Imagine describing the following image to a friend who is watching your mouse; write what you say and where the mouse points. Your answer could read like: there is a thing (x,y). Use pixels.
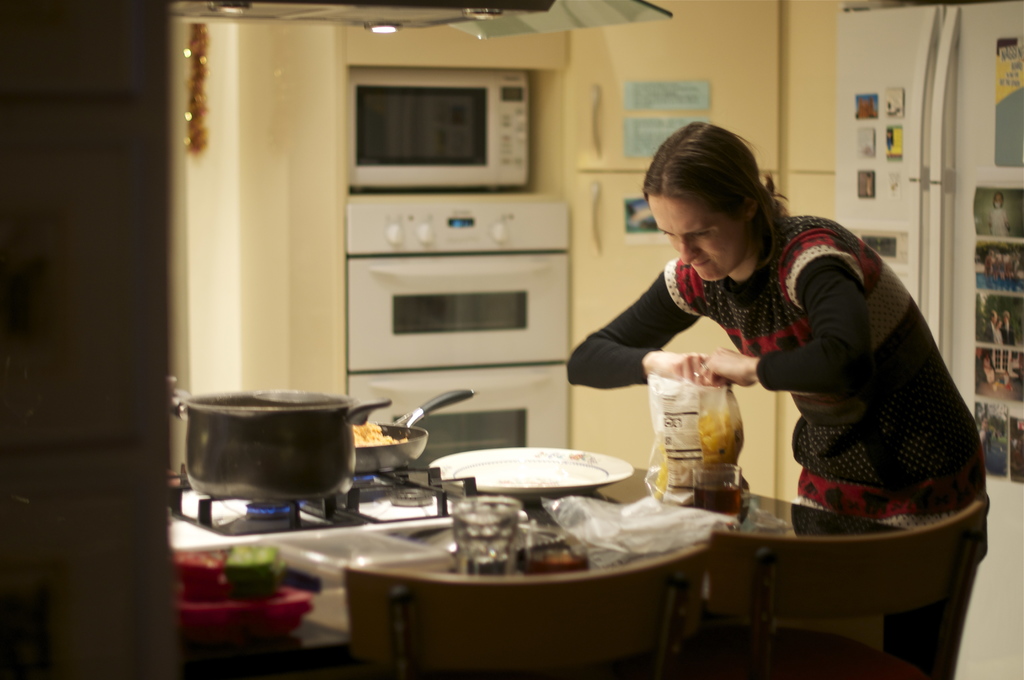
A woman (847,327) is trying to open a pack (691,411). In front (525,608) there is a table (539,505) and two chairs (724,574). She is located in kitchen (280,271). There is a stove (285,516) with a vessel (251,483) and a pan (382,459) on it. There is a oven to her right side and a refrigerator (952,203) at back (947,215). There is chimney (341,10) on to the top of the stove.
